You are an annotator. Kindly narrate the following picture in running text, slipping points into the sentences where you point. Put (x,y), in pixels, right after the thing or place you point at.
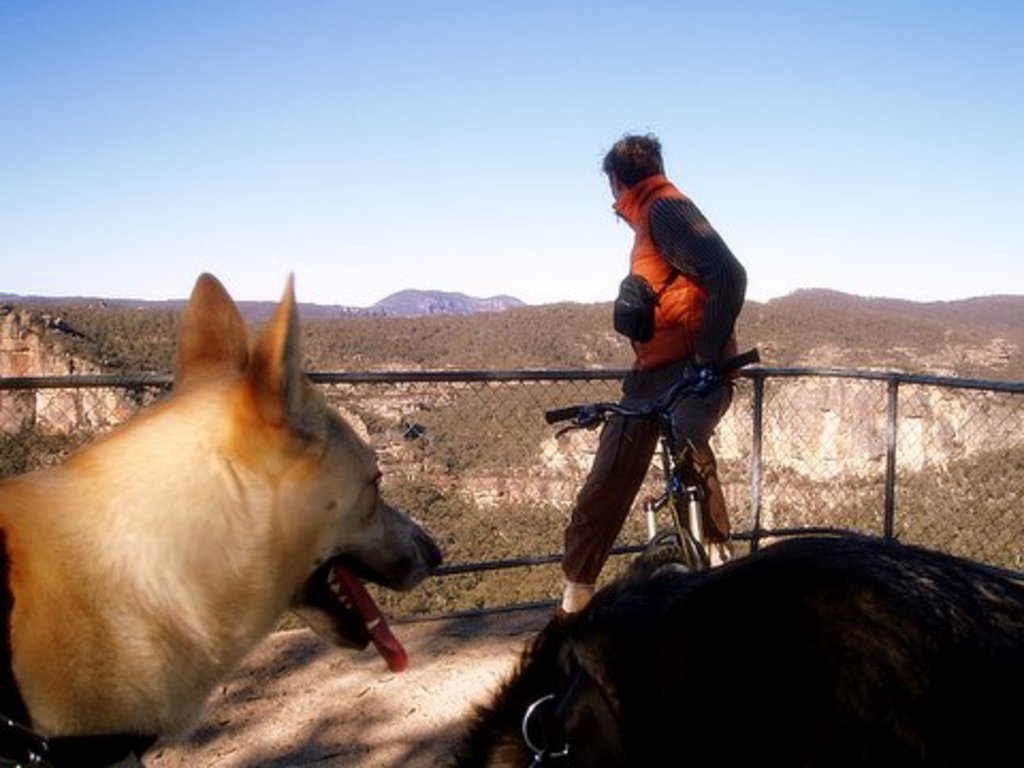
At the bottom (256,549) there is a dog (335,581) and an animal (753,742) and we can see a man (650,362) is sitting on a bicycle (673,475) at the fence (84,381). In the background (87,284) there are trees (377,357), mountains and sky (495,288).
